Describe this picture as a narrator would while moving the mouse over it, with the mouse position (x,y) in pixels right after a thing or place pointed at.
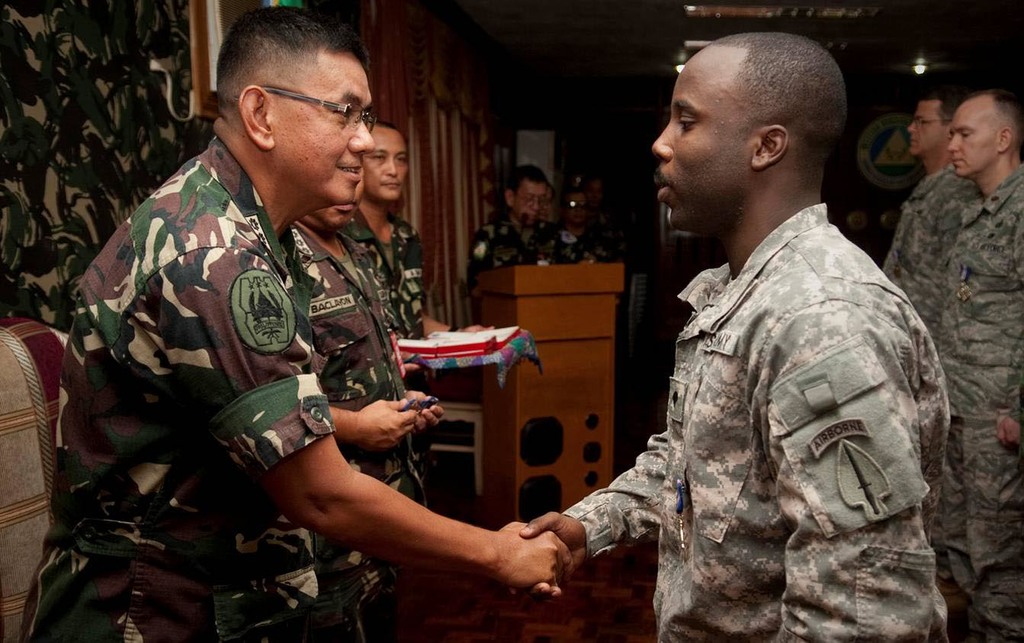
In the picture, there are many officers (835,301) wearing their respective costumes (744,473), the first person (301,408) is giving shake-hand to the person (591,506) standing opposite to him and behind the first person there are some other people (390,224), there is a table (519,289) and a person (542,257) standing in front of the table (586,385) and speaking something.
